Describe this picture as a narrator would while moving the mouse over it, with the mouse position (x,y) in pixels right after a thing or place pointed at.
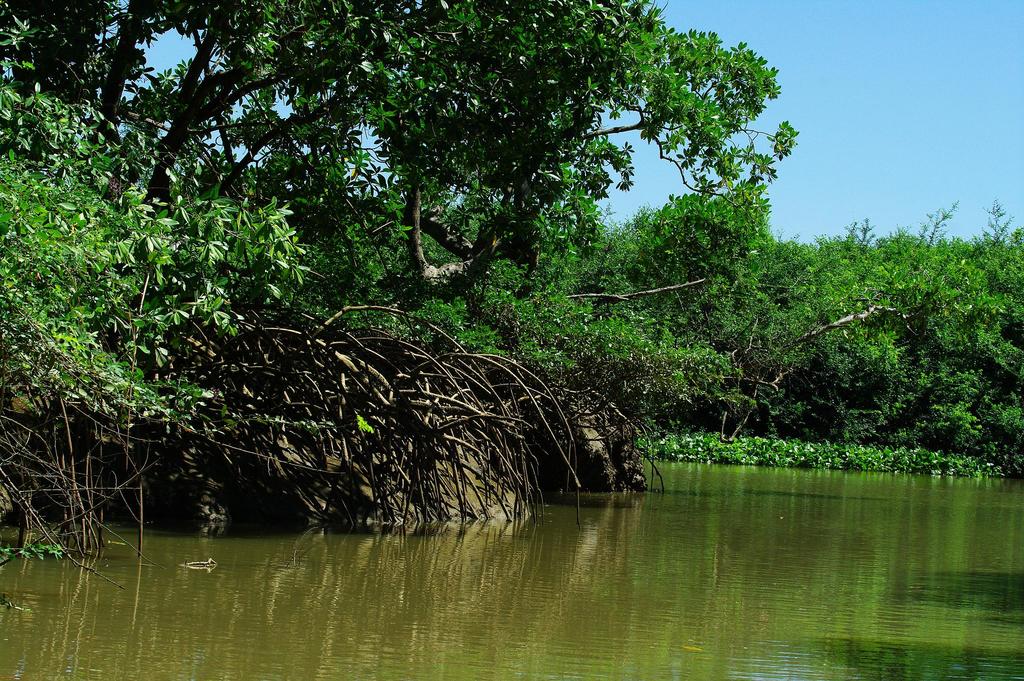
In this picture I can see water (643,547), trees (599,364) and plants (681,384). In the background (937,117) I can see the sky (856,158).
